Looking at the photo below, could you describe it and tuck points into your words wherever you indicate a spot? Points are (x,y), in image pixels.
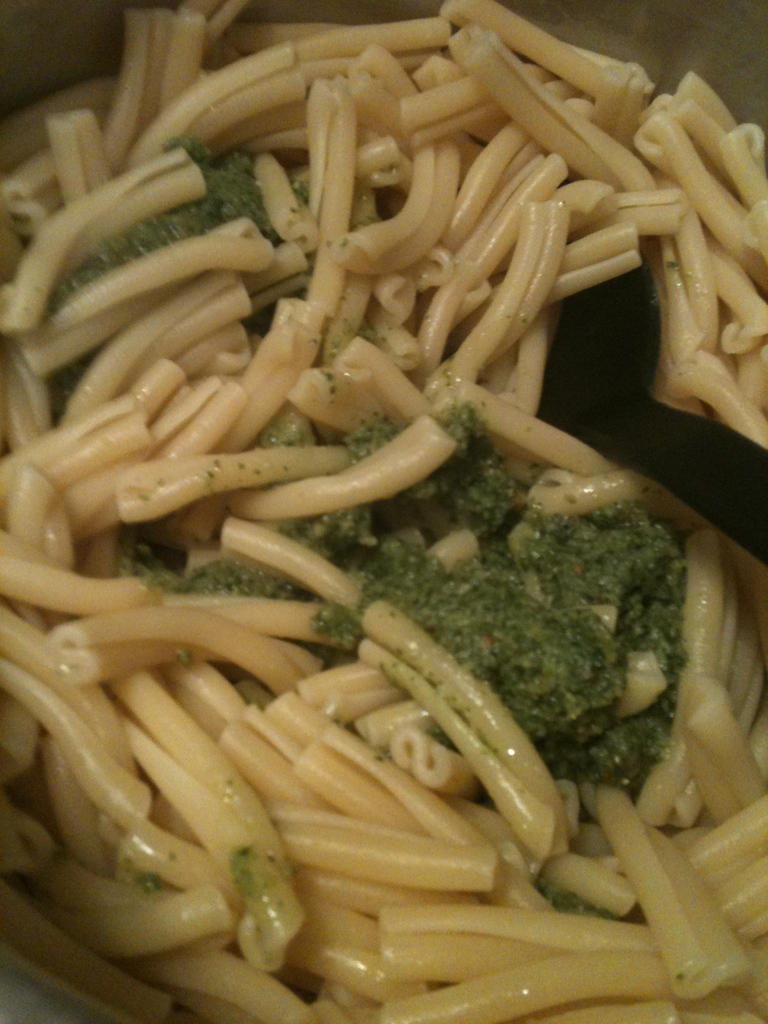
There is a food item (523,219) with pastas (349,596) and green color thing (470,628) on it.
